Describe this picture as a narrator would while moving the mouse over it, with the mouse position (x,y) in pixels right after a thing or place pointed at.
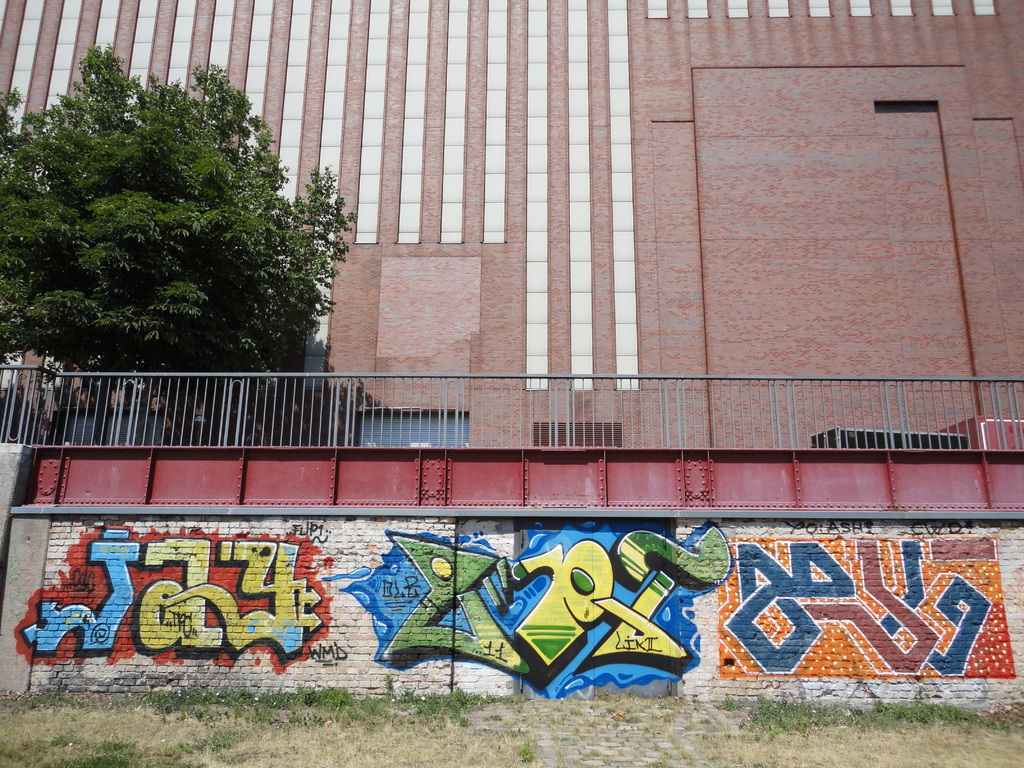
In this picture we can see grass (378,725) on the ground (411,724), beside this ground (427,707) we can see a wall (421,685) with a painting (896,656) on it and in the background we can see a building (10,68), tree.
